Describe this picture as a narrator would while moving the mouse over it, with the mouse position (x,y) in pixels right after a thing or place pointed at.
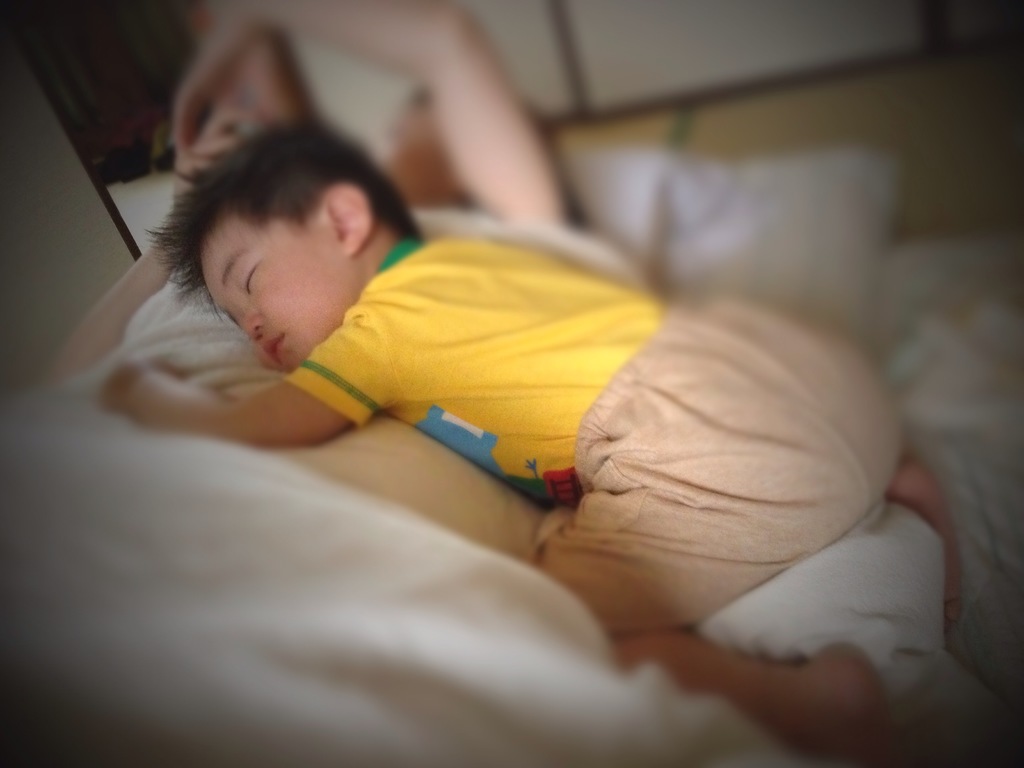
In this image I can see a person (445,361) is sleeping.
